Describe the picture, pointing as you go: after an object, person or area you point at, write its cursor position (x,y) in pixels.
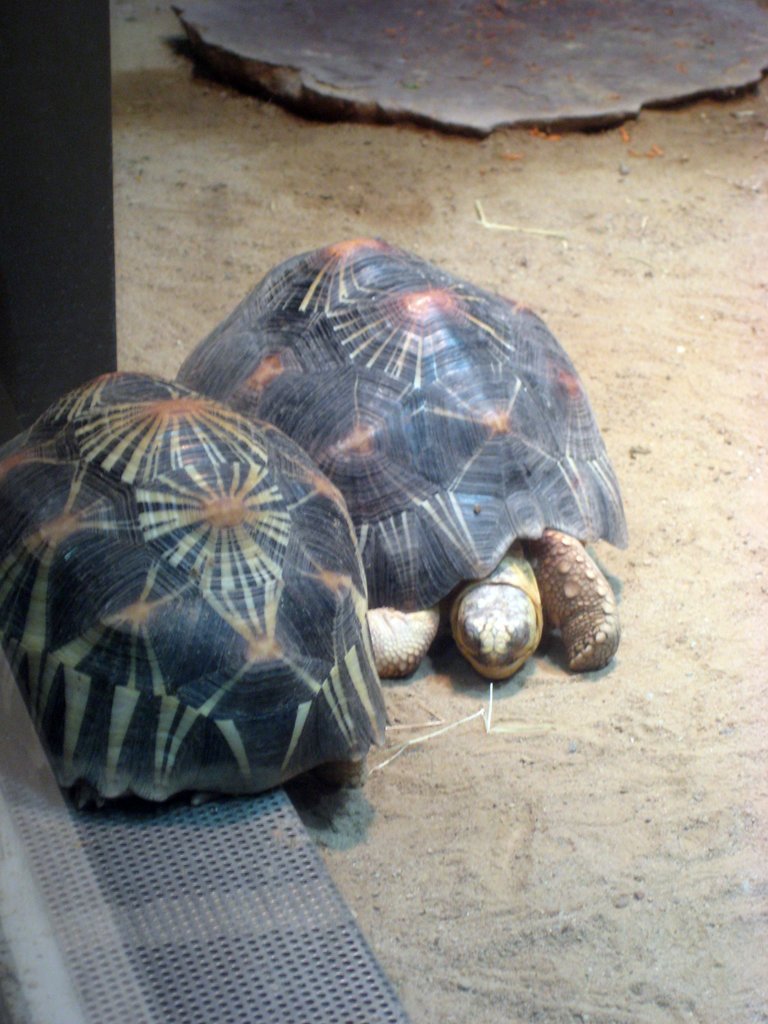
In this image the center there are two turtles (348,425), at the bottom (539,856) there is sand (369,882) and there is a board (247,926). And on the left side of the image (58,267) there is a pole (106,241), and in the background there is some stone (609,112).
